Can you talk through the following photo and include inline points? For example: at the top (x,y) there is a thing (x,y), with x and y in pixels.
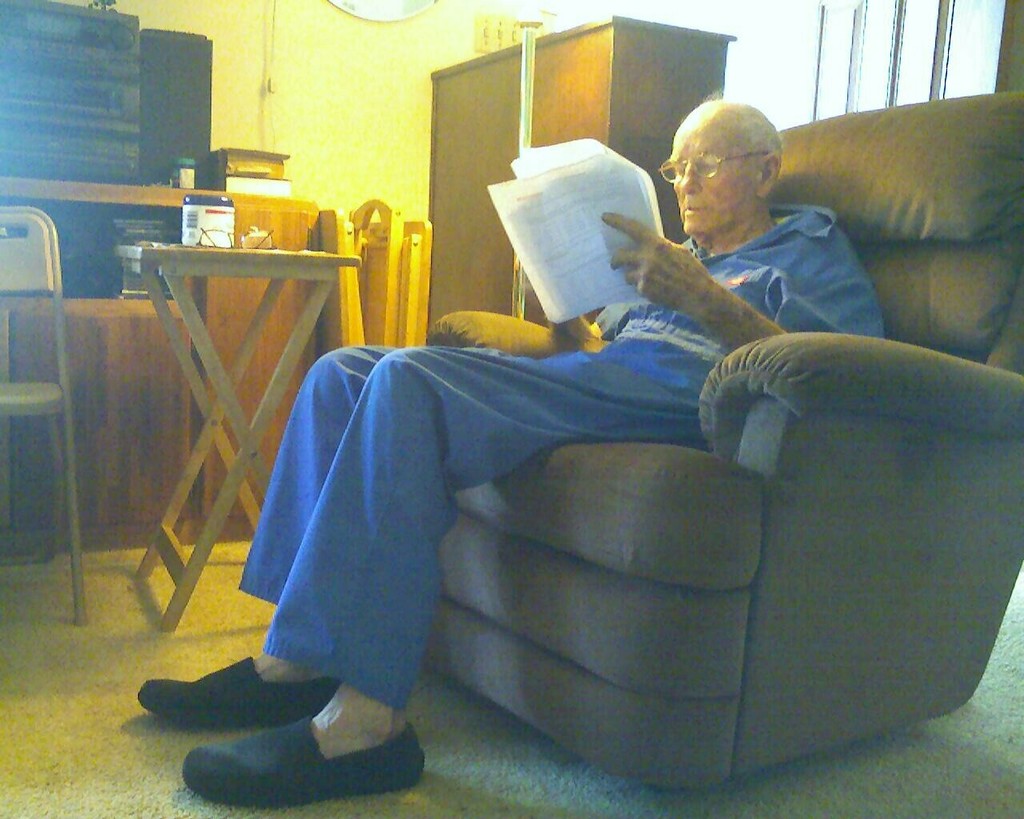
In the foreground of the picture (659,418) there is a person (616,337) holding paper (621,236) and sitting in a couch (784,489). On the left (234,296) there are stool (234,424), chair (8,271), desk (270,201), books (245,152), jar (203,203) and some other objects (225,244). In the background (541,91) there are bureau (511,61), switchboard (494,37), cable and a wooden object (417,266). On the right (919,26) there is a window (924,36).
